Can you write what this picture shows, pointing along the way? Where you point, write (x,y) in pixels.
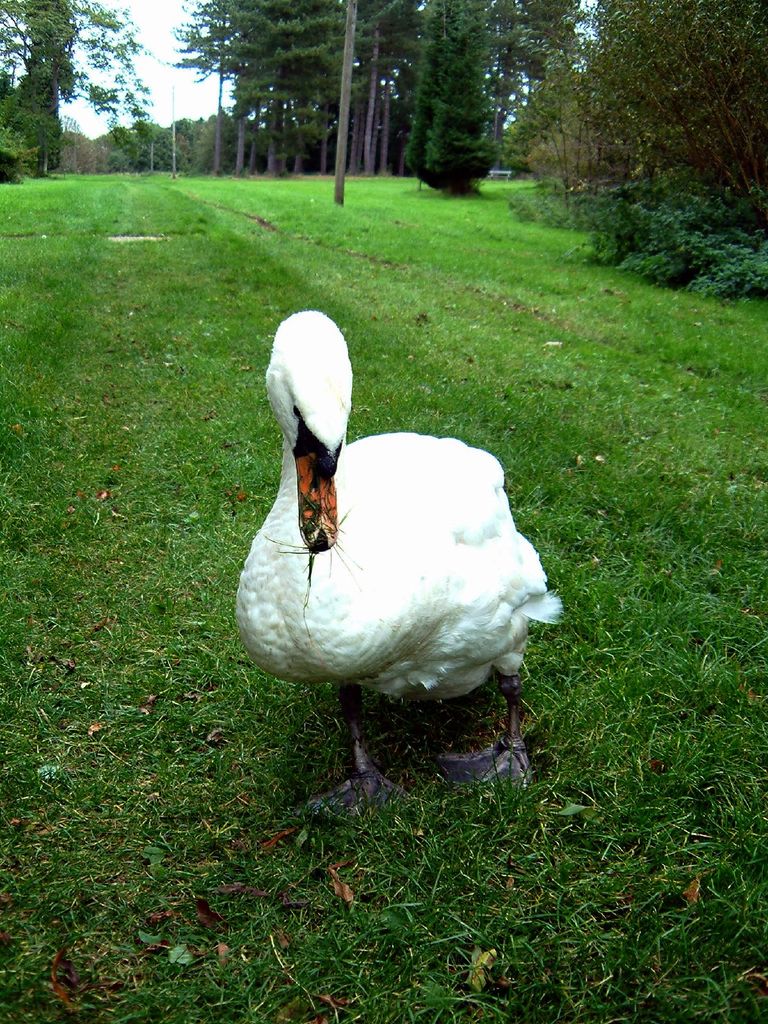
In the center of the image (378,615) we can see a swan (371,521). At the bottom (612,699) there is grass (548,823). In the background (558,156) there are trees (138,121) and sky (133,86).
